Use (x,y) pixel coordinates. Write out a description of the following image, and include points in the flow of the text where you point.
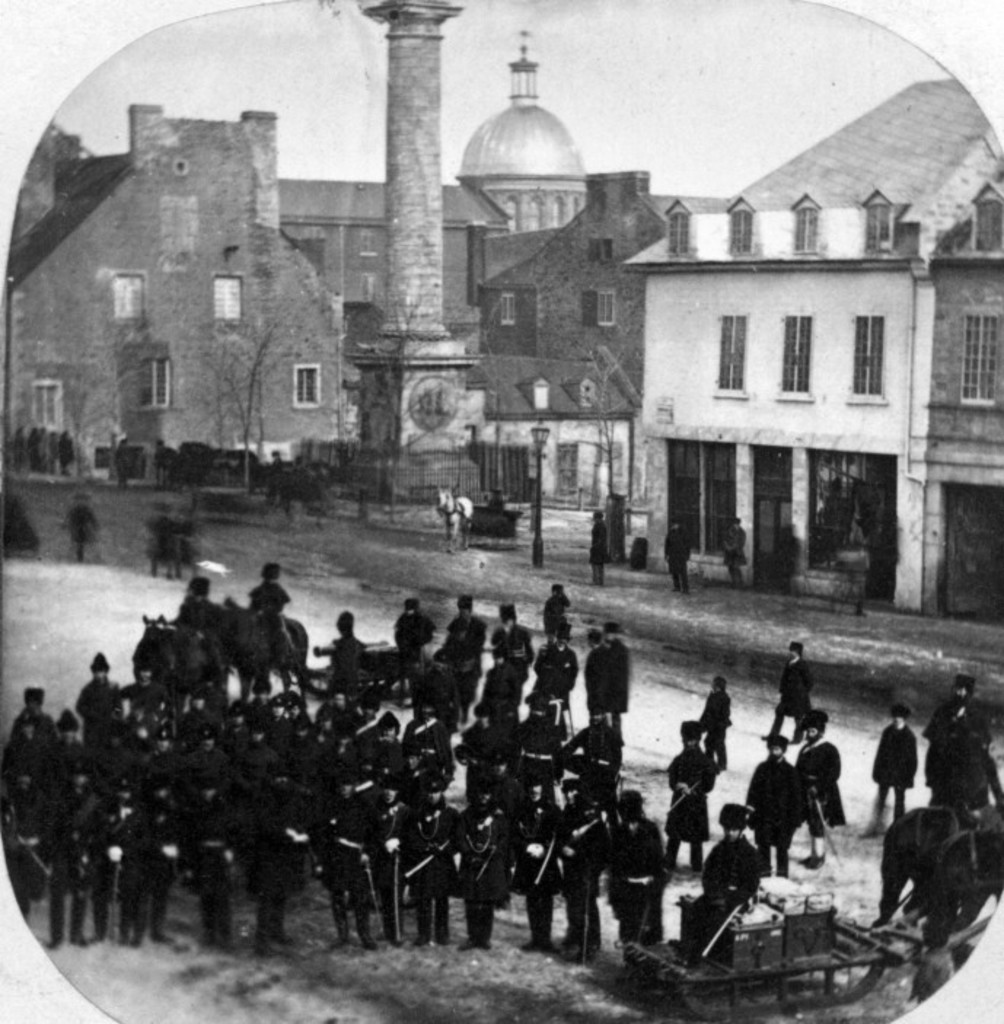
In this image I can see group of people (464,737) standing and wearing black color dress (356,740). Back Side I can see a building (278,393), windows (308,396) and light pole (541,501). I can see a horse (449,496). The image is in black and white.
